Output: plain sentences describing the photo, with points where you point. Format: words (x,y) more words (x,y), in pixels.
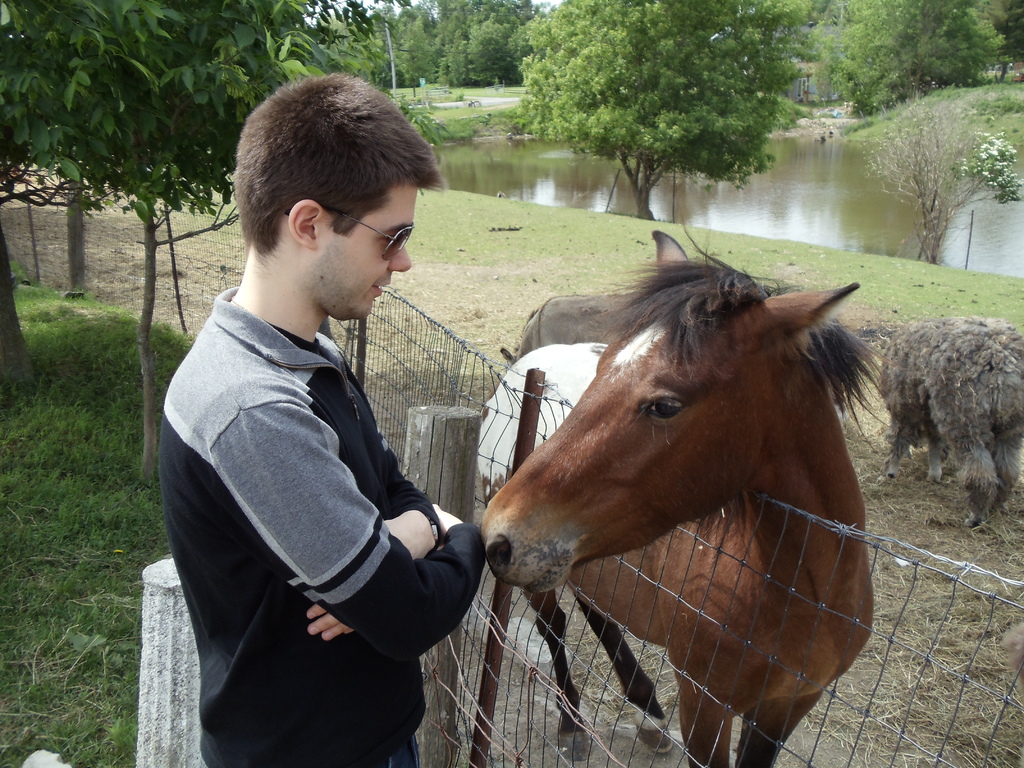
The person (268,580) wearing black dress (287,571) is standing in front of a horse (728,419) and there is a fence (627,634) in between them and there are trees (661,93) and river (836,163) in the background (716,196).
